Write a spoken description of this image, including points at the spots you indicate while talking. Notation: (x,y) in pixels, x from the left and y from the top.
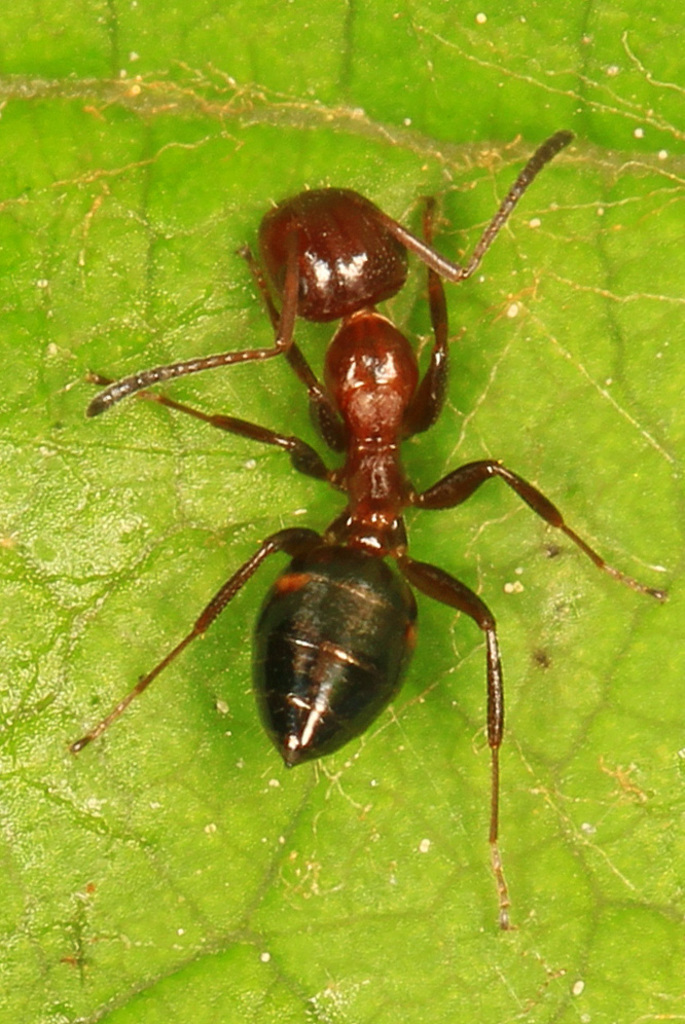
In this image there is an ant (263,634) on a leaf (125,582).
